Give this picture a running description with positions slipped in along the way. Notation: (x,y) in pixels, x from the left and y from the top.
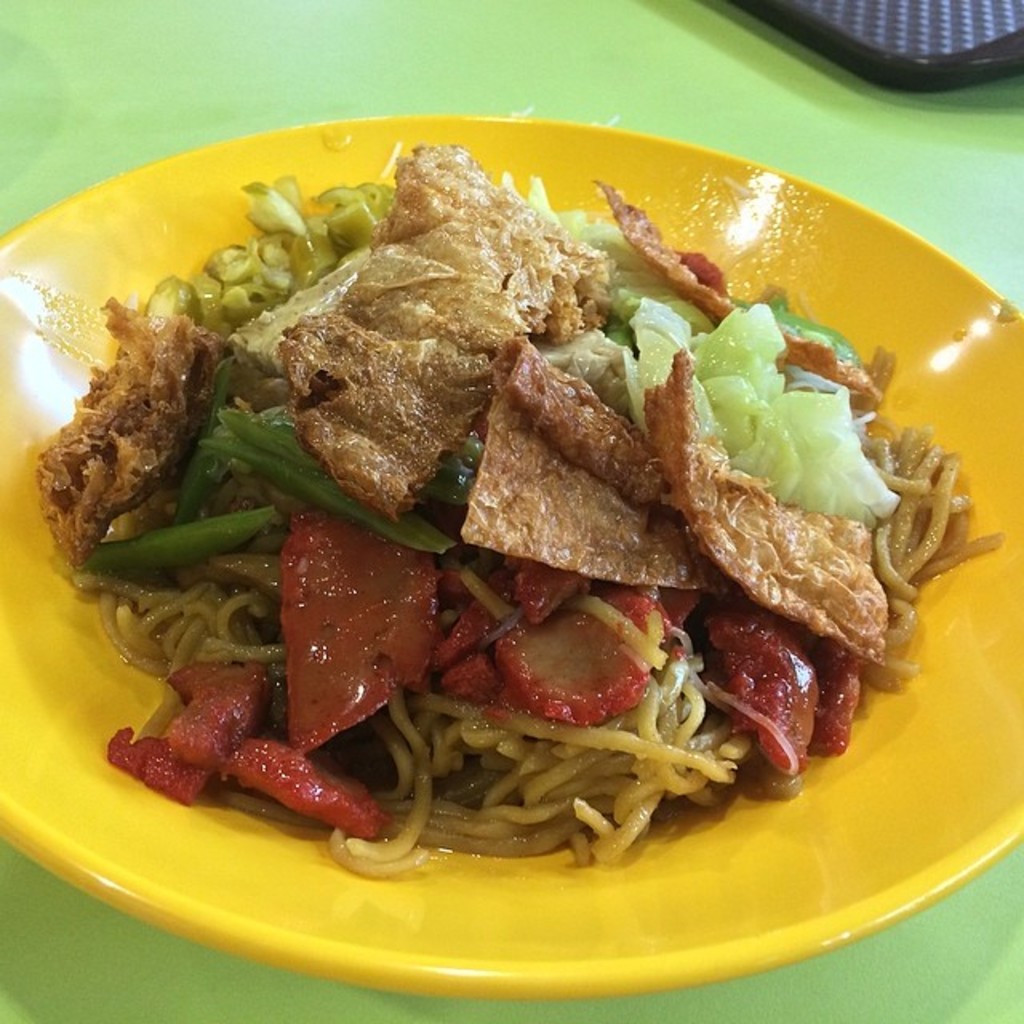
In this picture we can see an object (950,66) and a plate (881,278) with food items (459,330) on it and these two are placed on a green surface (667,88).
